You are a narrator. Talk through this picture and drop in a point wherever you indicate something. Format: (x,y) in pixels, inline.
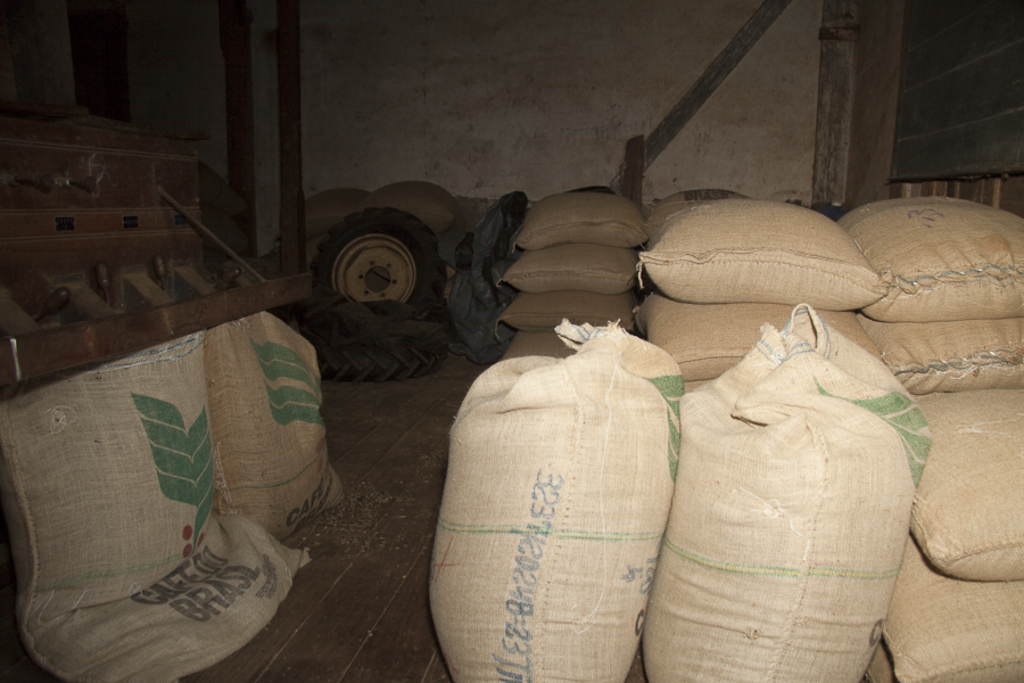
This picture is clicked inside the room (946,148) and we can see the bags (576,240) which seems to be containing some food items (524,489). On the left (20,287) we can see the tires (401,264) and some objects (23,261). In the background (527,134) we can see the wall (564,59), wooden planks (916,195) and some other items (491,216).
